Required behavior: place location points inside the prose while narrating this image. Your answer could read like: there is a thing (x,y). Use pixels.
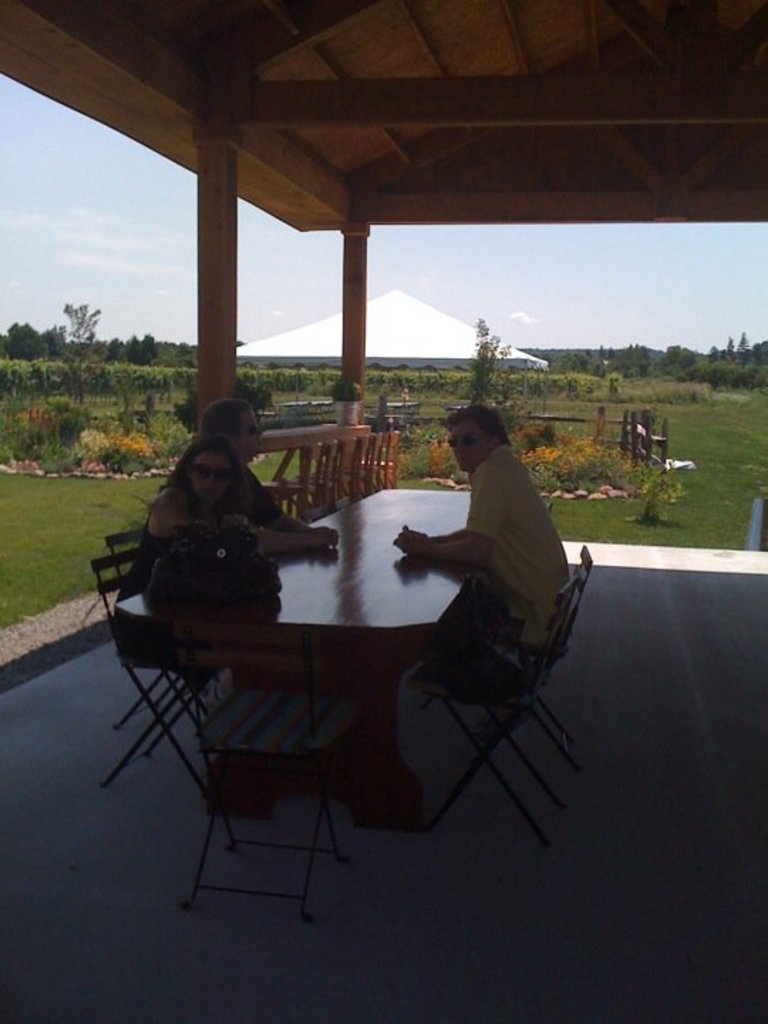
There are few people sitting in chairs (439,701) in front of table (394,701) and behind them there is a beautiful garden (11,450).
